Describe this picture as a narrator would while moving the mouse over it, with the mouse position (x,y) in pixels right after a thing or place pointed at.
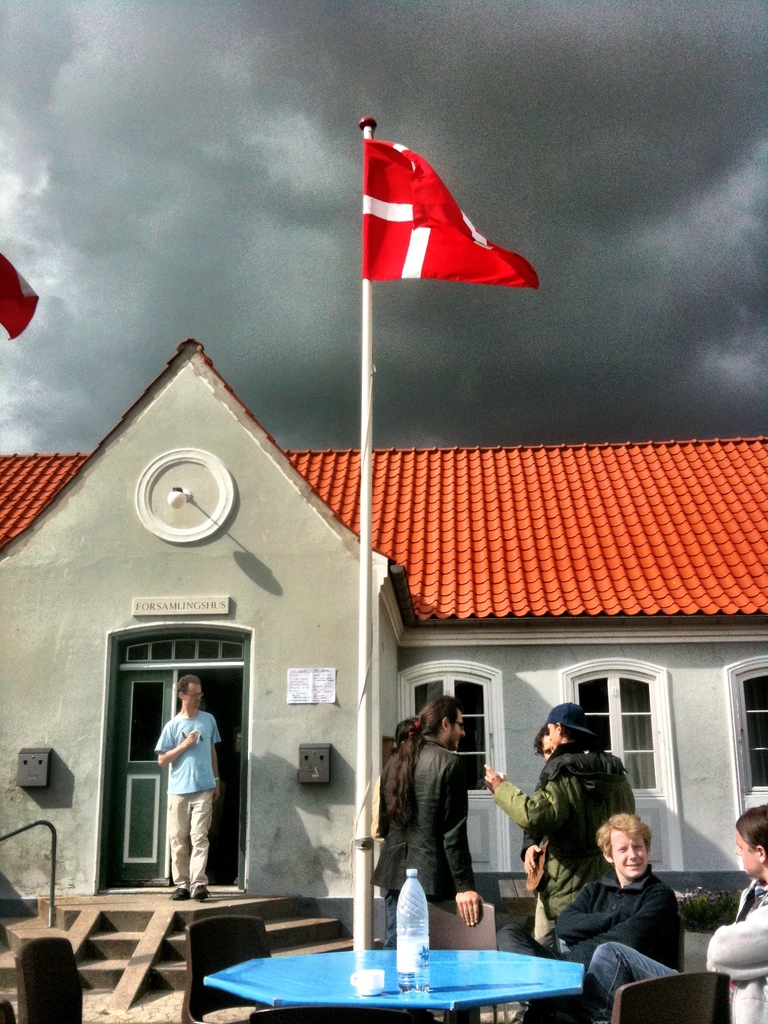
In this image we can see a building (328,558), persons (200,882) standing on the floor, persons (555,955) sitting on the chairs (432,917), flag (397,267), flag post (367,912), water bottle (398,940), beverage cup (364,980) and sky (239,235) with clouds (458,56).
